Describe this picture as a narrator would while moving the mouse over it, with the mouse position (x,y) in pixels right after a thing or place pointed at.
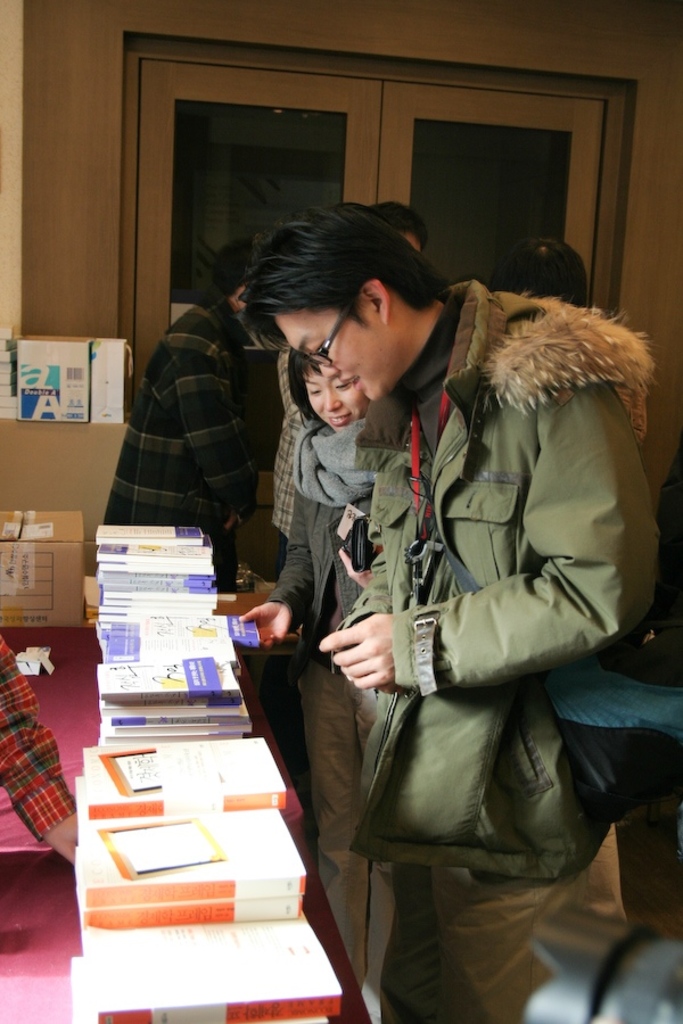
In this picture I can see a group of people (469,609) are standing among them a woman (307,642) is holding a book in the hand (287,621). On the left side (158,578) I can see books (140,779) and other objects (43,529). In the background (266,213) I can see a wall (665,150) and a door (342,159).
